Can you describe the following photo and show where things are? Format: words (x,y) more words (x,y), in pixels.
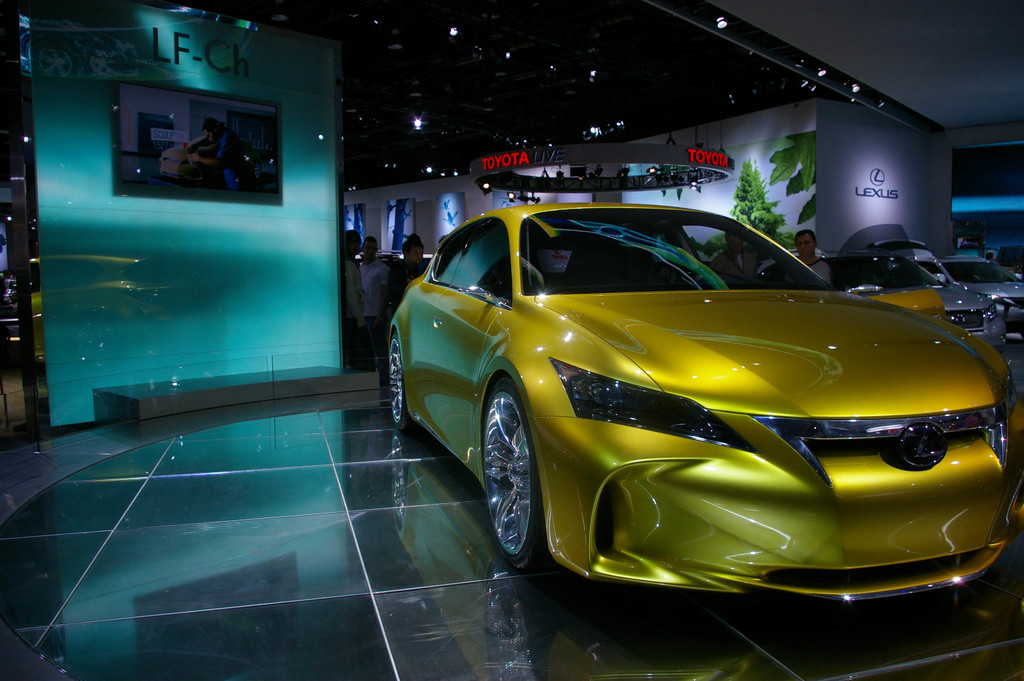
In this image I can see a car (710,390) which is yellow and black in color is on the floor (334,588). In the background (921,259) I can see few other cars (833,258), few persons (375,287) standing, the ceiling (898,7), few lights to the ceiling (916,38) and few boards (721,186).
